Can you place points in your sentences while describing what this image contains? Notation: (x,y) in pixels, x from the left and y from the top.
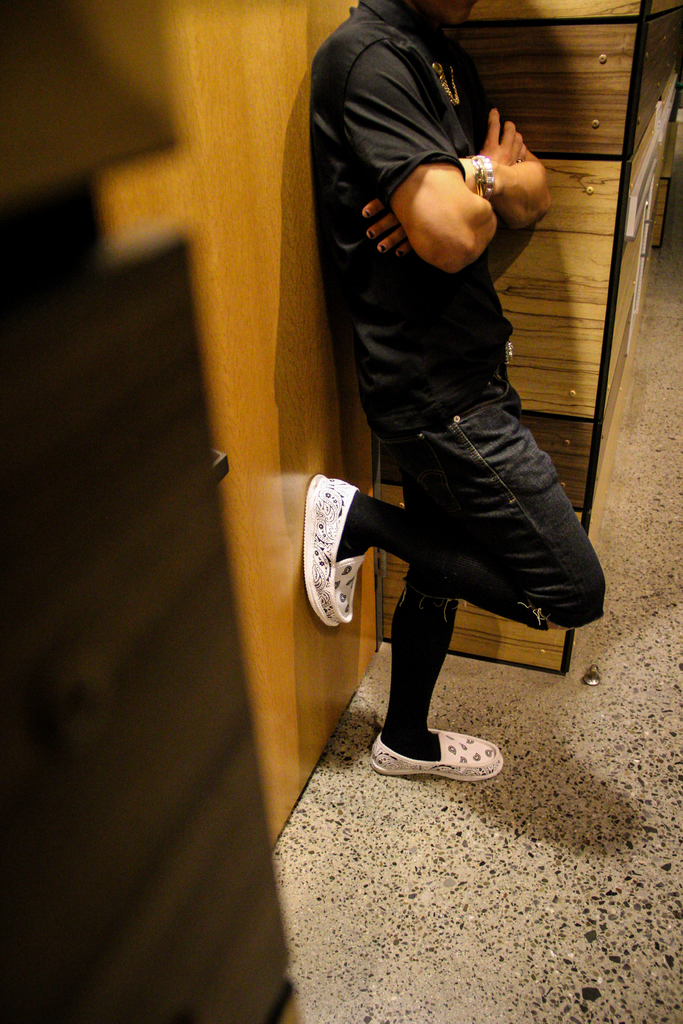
There is a person (404,143) in black color t-shirt (408,161) standing on leg (447,743) and keeping one leg (449,547) on the wooden wall (314,652) near a cupboard (574,59), on the floor (418,976). On the left side (45,440) there is another cupboard (58,331).
